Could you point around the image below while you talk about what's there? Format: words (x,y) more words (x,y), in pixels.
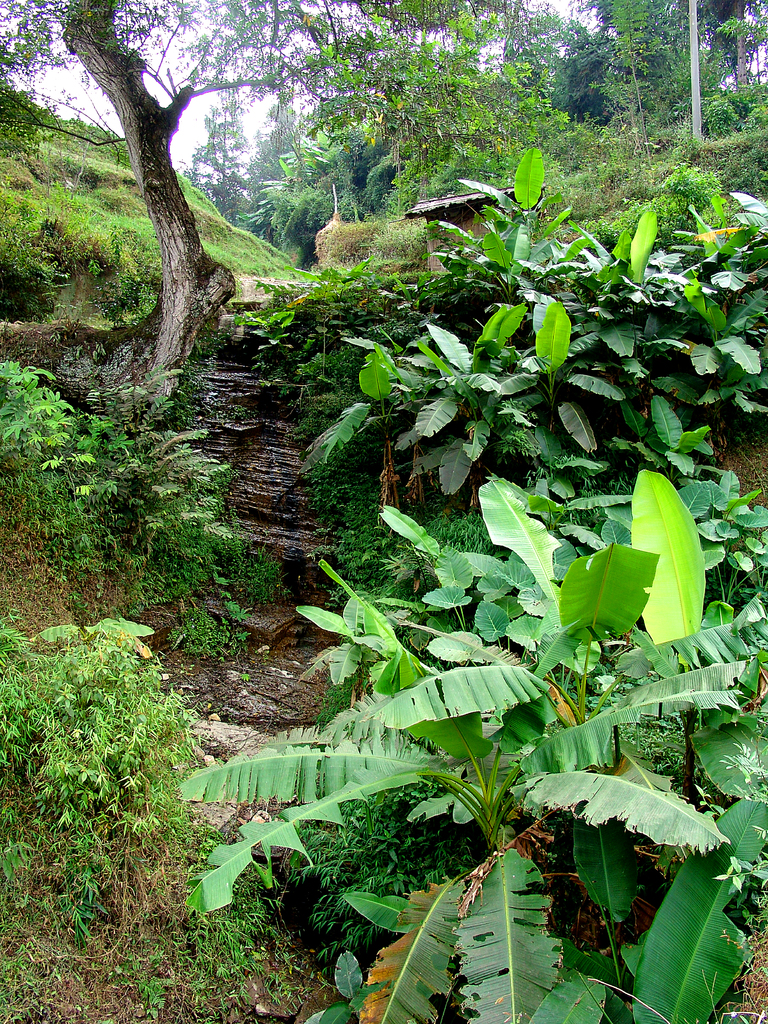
There are some plants (408,535) present at the bottom of this image (385,773) and there are some trees (366,115) in the background (463,142).
